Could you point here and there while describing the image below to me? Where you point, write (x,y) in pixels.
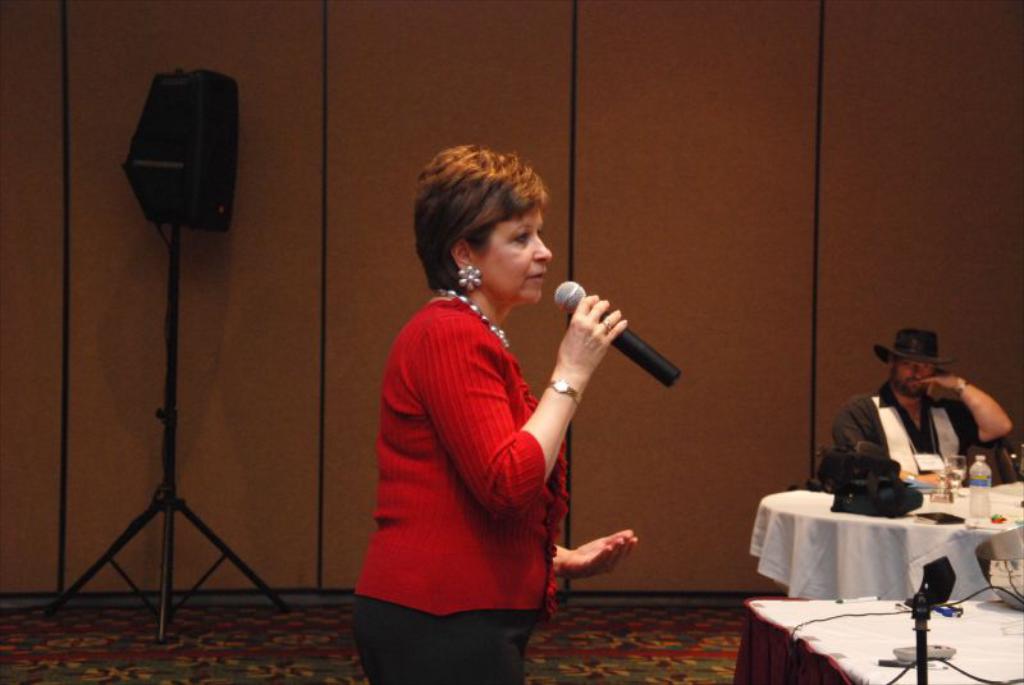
In this picture there is a lady (436,300) in the center of the image (488,313), by holding a mic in her hand (586,311) and there is a speaker (176,111) in the top left side of the image (200,152), there are table (828,500) on the right side of the image (835,515) and there is a man (907,342) on the right side of the image (939,358).
